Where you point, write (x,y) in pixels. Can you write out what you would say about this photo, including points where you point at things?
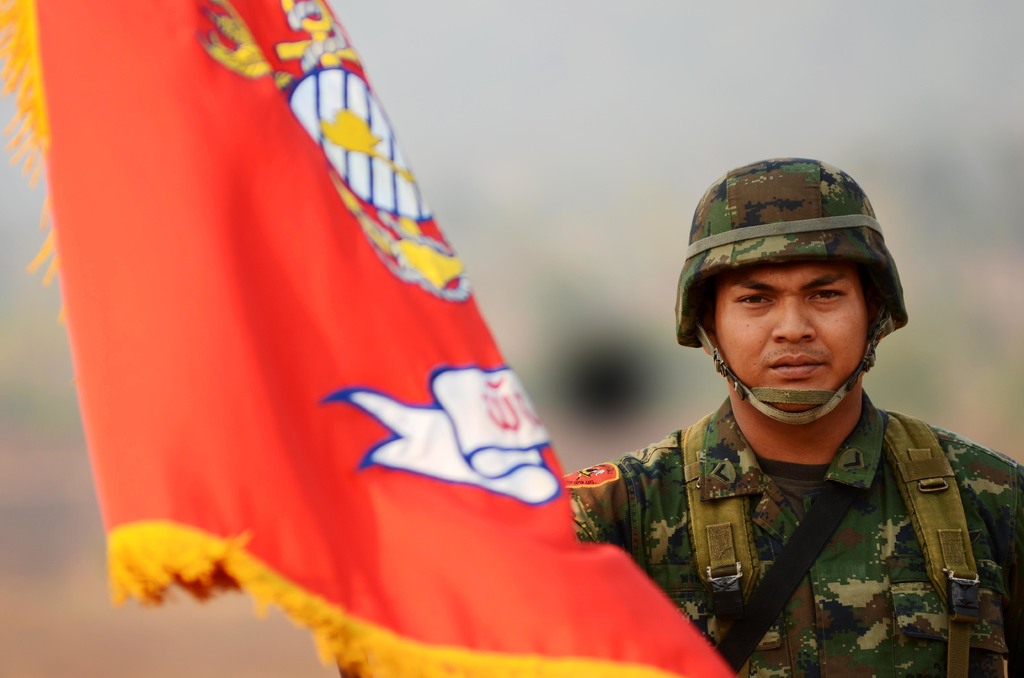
In this image a person (929,569) wearing a uniform (854,579) and helmet (726,262). Beside him there is a orange colour flag (286,406). Background (951,10) is blurry.
